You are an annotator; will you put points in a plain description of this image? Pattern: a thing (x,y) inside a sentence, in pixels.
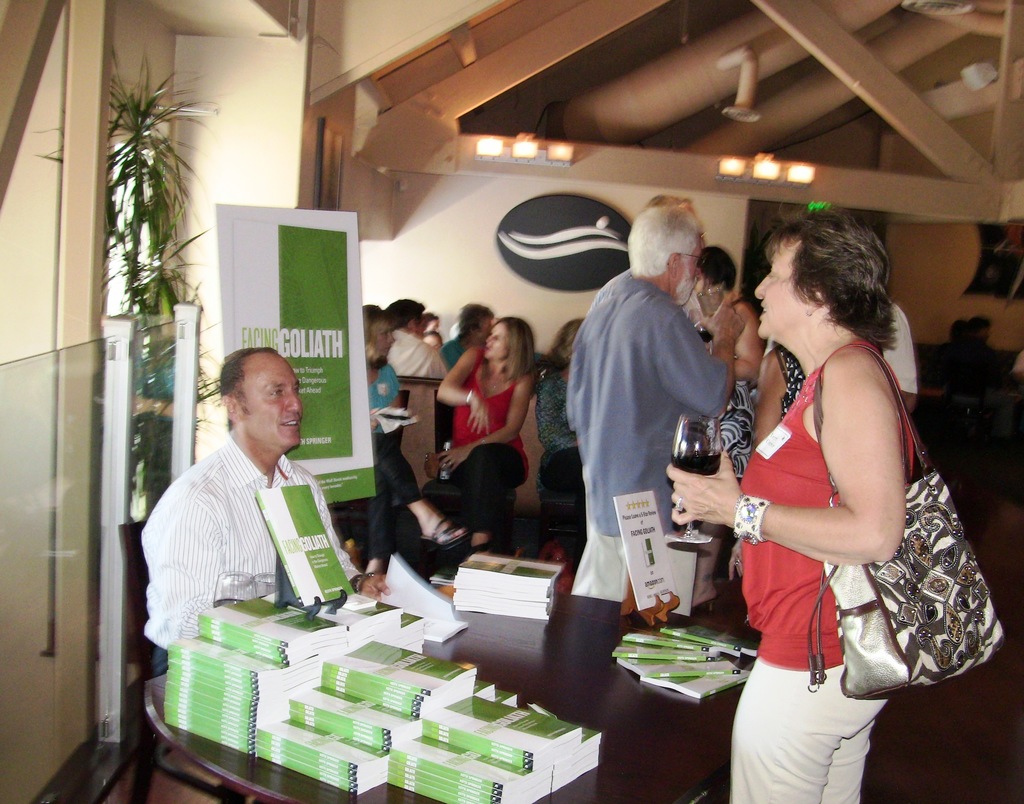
we can see a women (792,451) with red top (759,494) and white jeans (790,721) holding the wine glass (698,443) talking to the person (235,452) who sat behind the table (609,684). There are many books (367,689) on the table (641,717) and there is a plant (152,186) behind this white shirt person (211,508). There is a banner (310,247) at the back (315,361) and at the back many people (487,384) are sitting.
